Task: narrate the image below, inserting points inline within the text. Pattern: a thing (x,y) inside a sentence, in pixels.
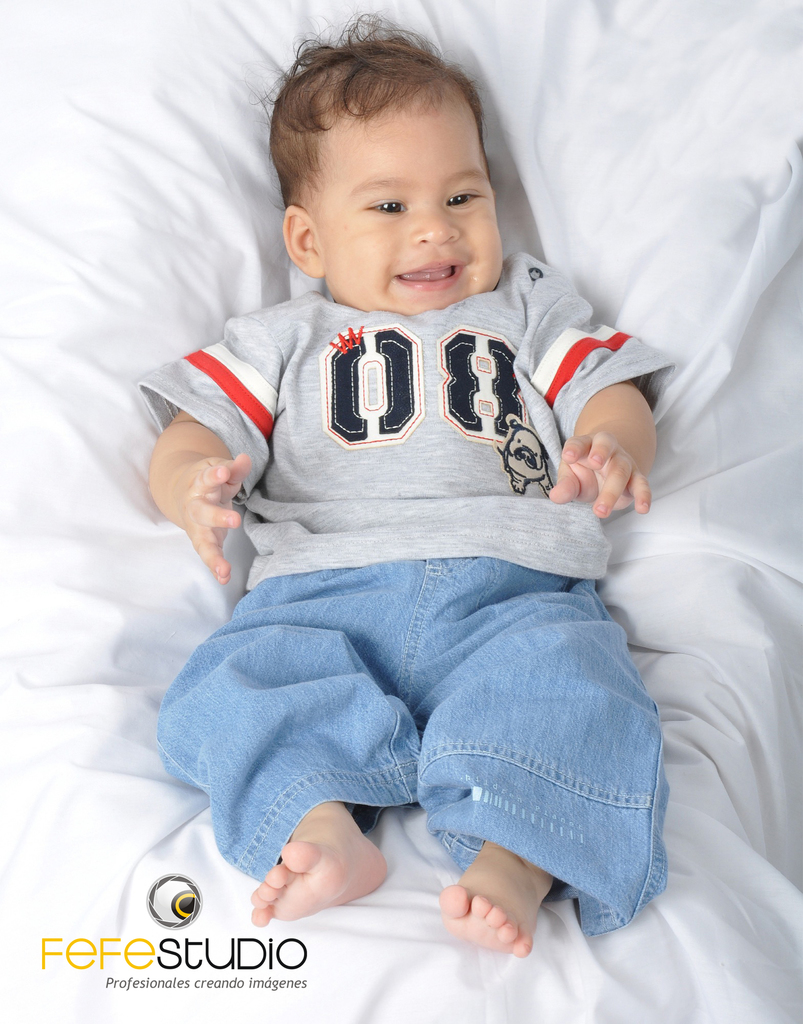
In this picture we can see the small baby (457,426) wearing grey t-shirt (459,551) is lying on the bed (379,967). On the front (184,974) bottom side there is a small water mark (171,981).
